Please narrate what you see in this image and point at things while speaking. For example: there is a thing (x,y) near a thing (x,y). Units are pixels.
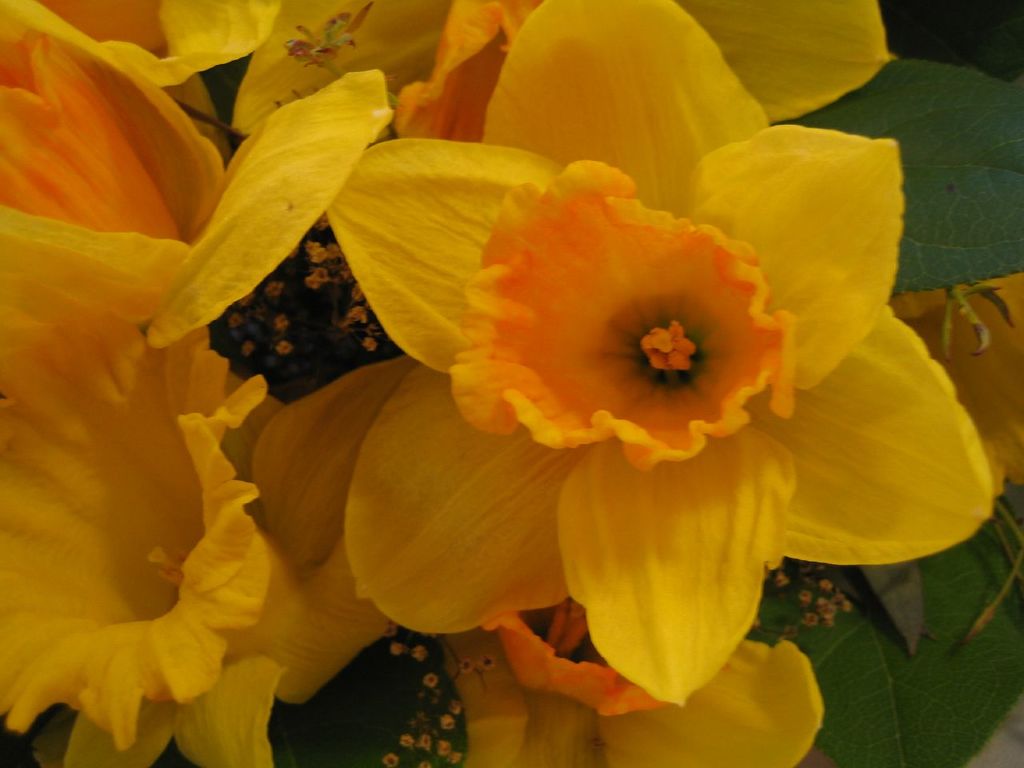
In this image there are flowers (477,354) and leaves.
